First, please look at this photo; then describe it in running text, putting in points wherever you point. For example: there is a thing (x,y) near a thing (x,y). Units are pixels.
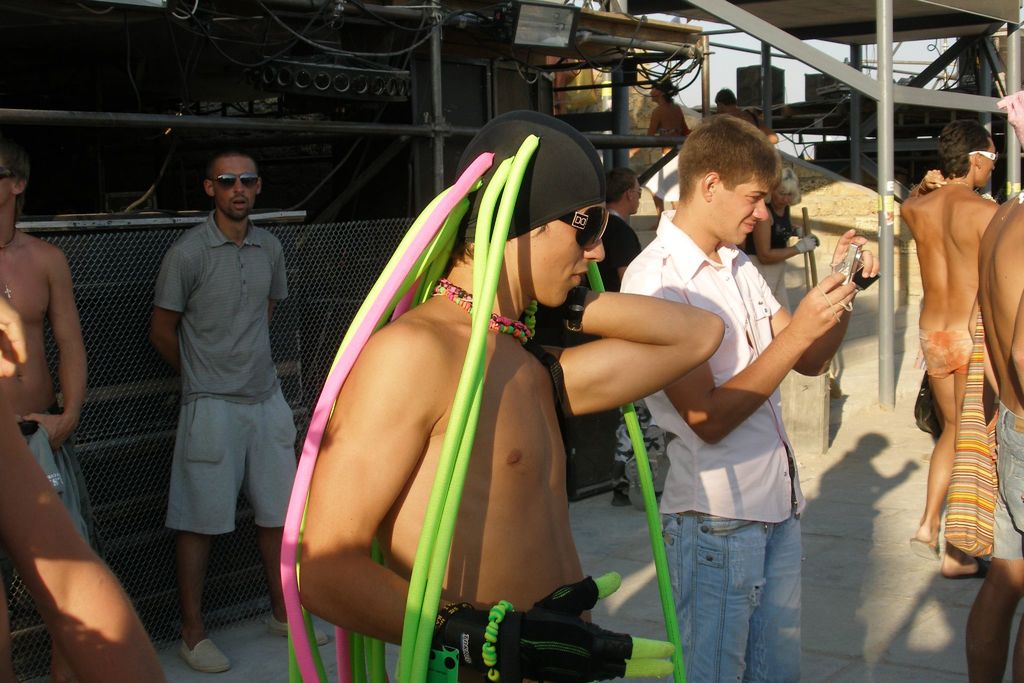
In this image we can see the people (664,422) standing on the ground (624,517). In the background (326,263), we can see a light (515,32), fence (315,241), rods (857,99), boxes (754,73) and the sky (722,71).
